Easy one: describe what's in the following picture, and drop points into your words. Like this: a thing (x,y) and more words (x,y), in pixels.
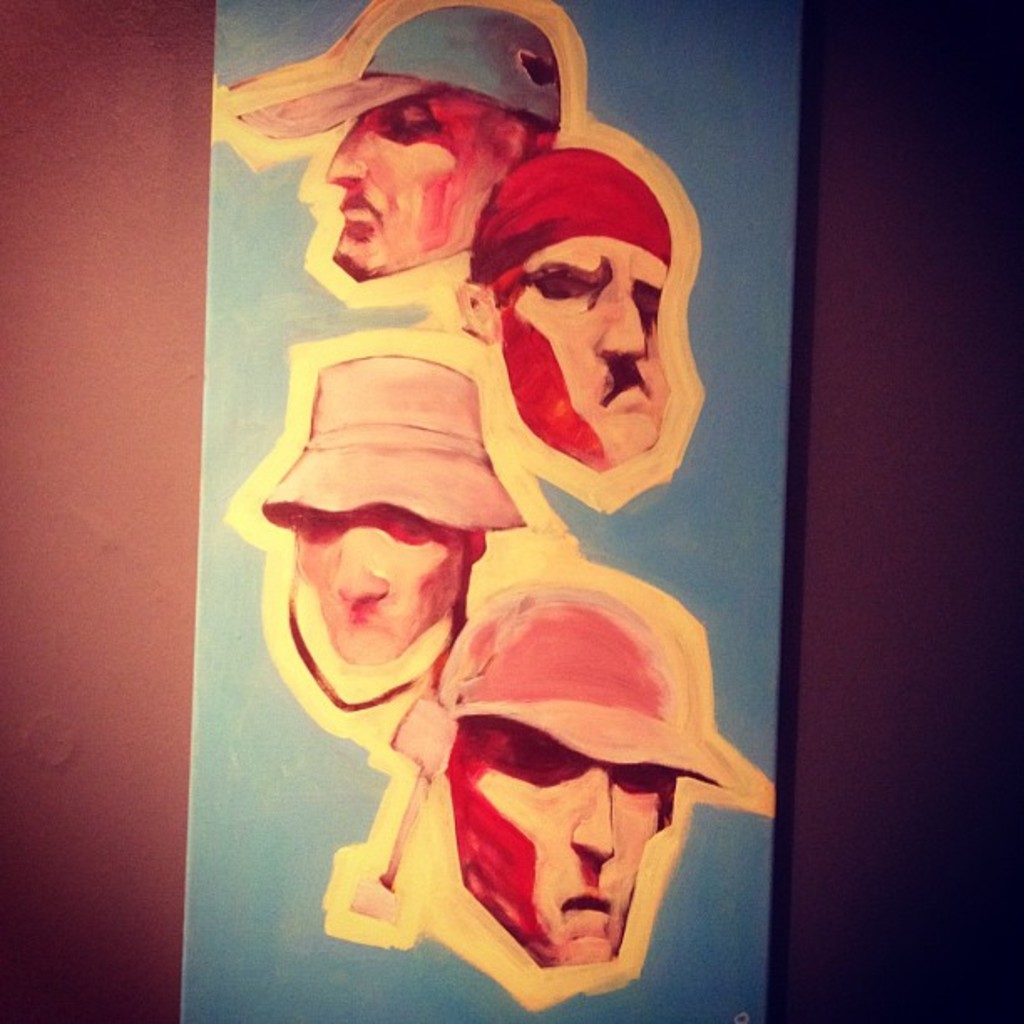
In the center of the image (496,425) we can see a board (534,583). On the board (258,444) we can see the painting (574,457) of the people (506,338). In the background of the image (99,156) we can see the wall (104,805).
